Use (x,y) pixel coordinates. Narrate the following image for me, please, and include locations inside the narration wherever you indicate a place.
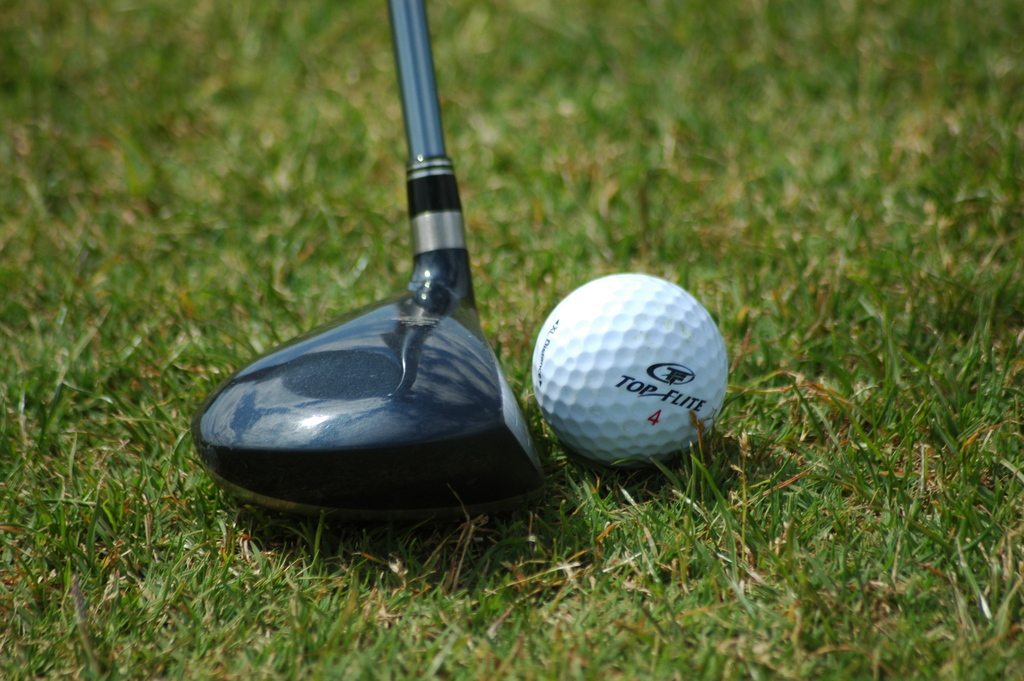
In this image we can see a grassy land (693,508). There is a golf ball (665,339) and a golf stick (480,362) in the image.
